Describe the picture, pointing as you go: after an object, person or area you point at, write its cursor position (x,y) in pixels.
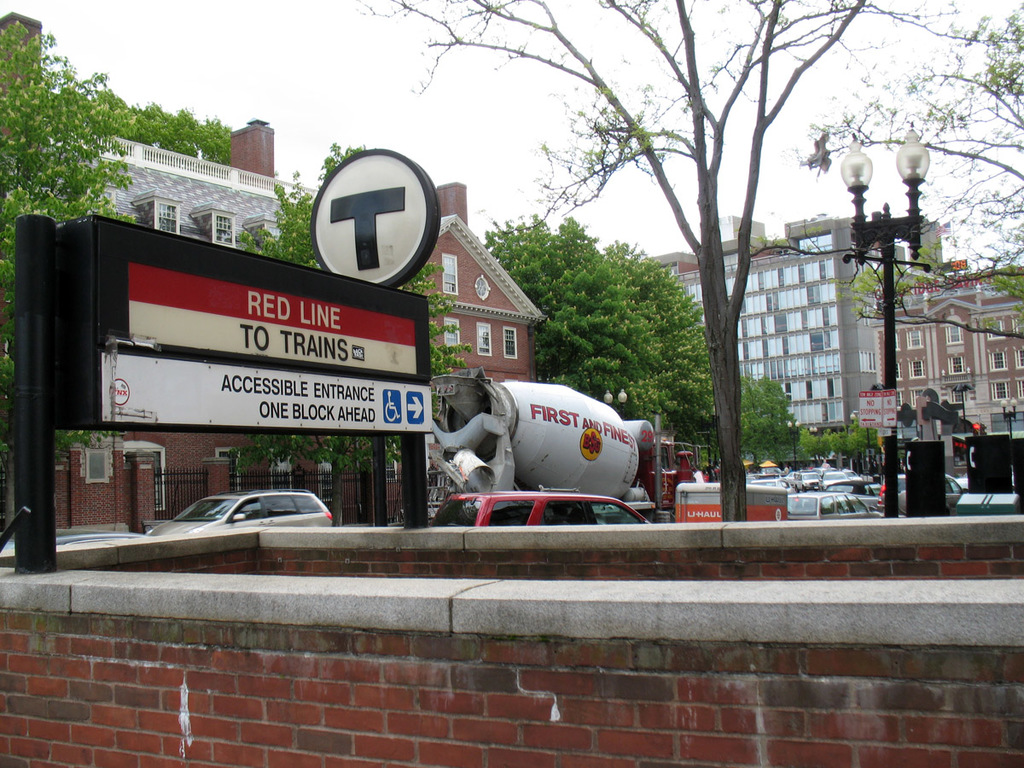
In this image we can see brick wall (309,704), boards (291,395), vehicles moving on the road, light poles (964,419), buildings (997,319), trees (41,190) and the sky (199,31) in the background (396,102).
